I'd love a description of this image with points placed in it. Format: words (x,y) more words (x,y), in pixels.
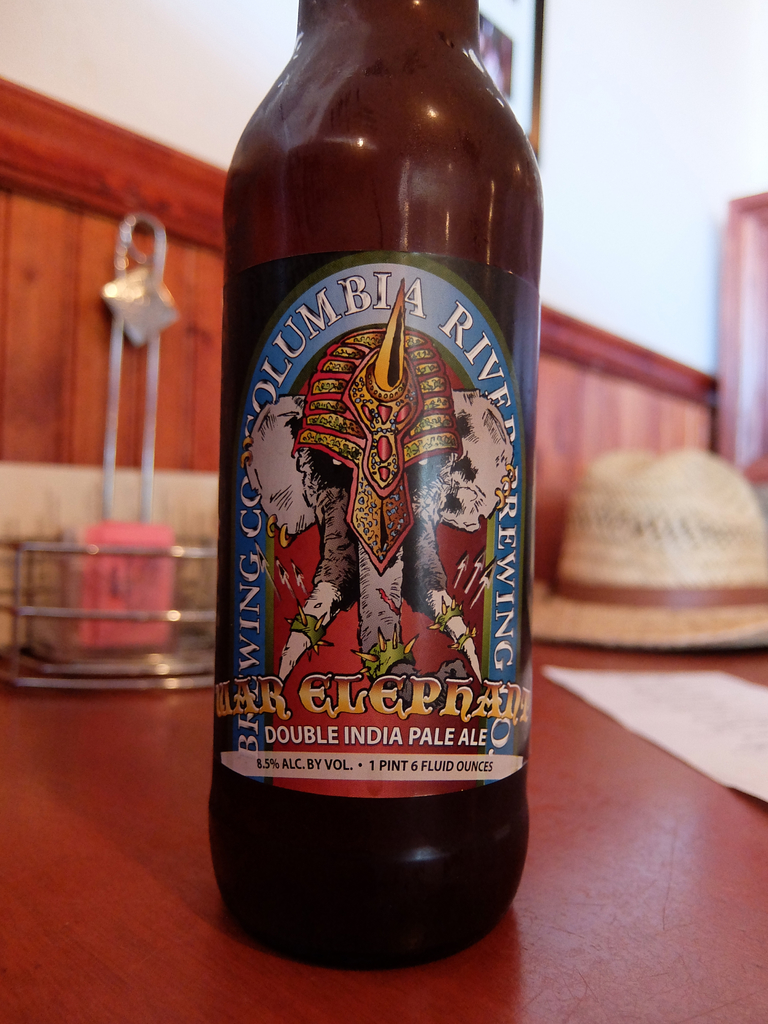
In this image I can see a bottle (241,291).
